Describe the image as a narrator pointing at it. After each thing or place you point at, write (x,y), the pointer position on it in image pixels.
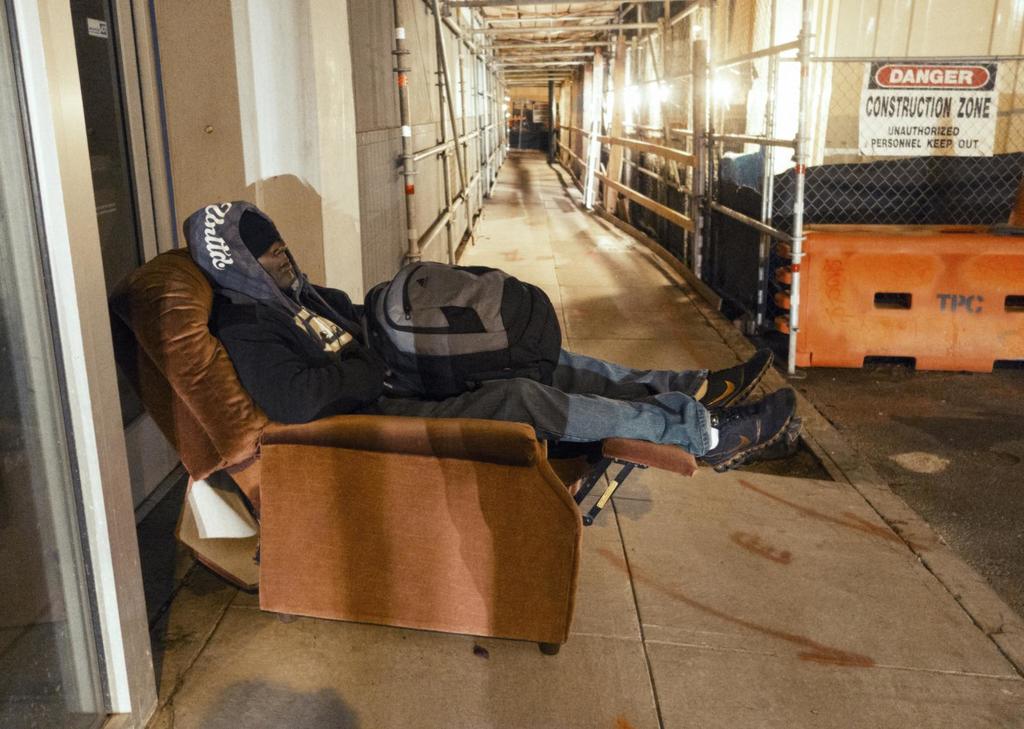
Here we can see a person (262,367) laying on a chair (378,430) with a backpack (547,371) on him and in front of him there is a fencing (790,199) and there is a danger board (879,110).
